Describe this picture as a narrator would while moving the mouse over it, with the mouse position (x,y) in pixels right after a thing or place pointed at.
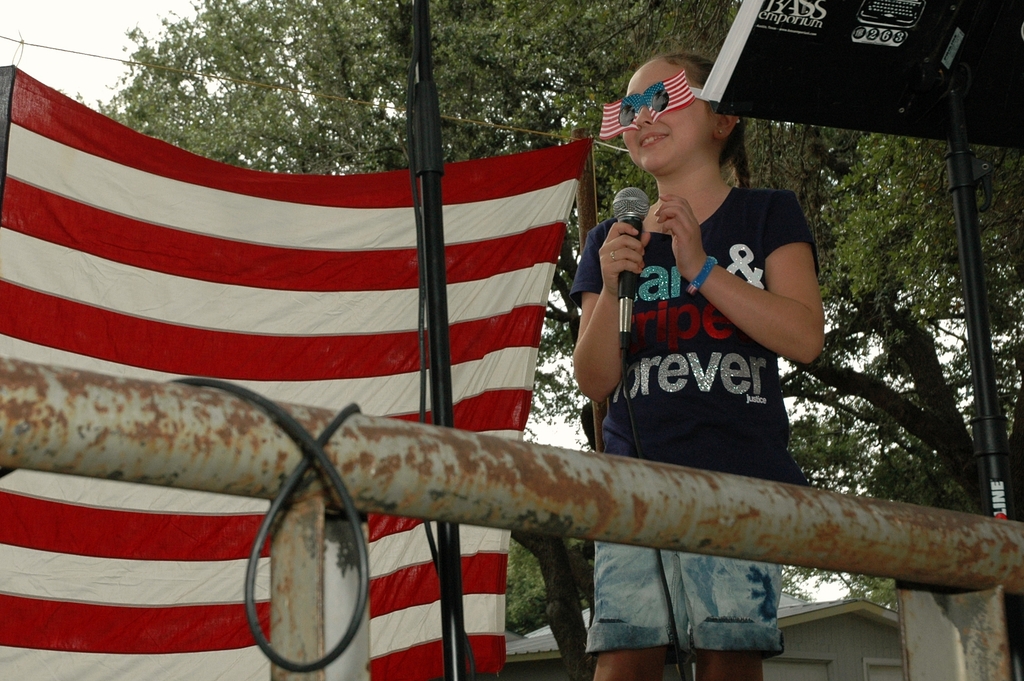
In this image we can see a kid (728,267) with goggles (678,103) is standing and holding a mic (636,196), in the front (355,451) there is an iron rod (638,508) and a wire (333,655) on the rod (551,532) and a stand (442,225) with black color object (758,12) and in front of the kid (602,299) there is a black color rod (425,235) looks like a stand (422,137), on the left side (322,290) there is a banner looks like a flag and in the background (566,77) there are trees (911,405) and building (832,629).
